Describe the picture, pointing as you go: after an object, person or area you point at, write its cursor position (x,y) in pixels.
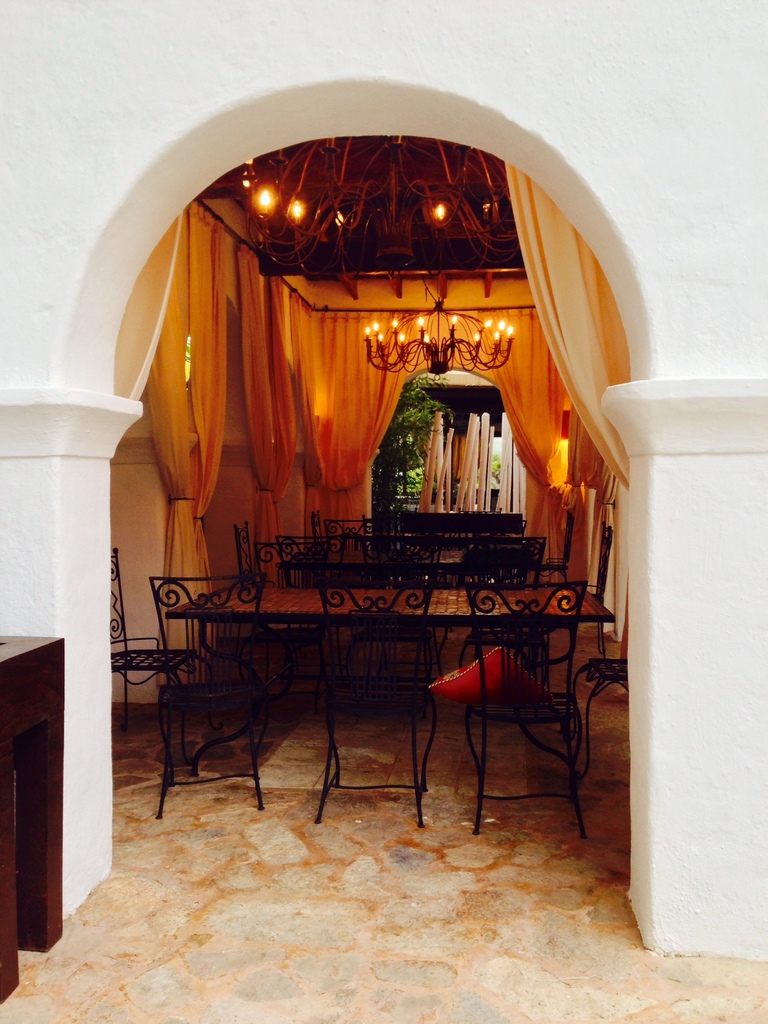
In this picture there are few tables (464,616) and chairs (401,547) and there are few lights (395,259) above it and there are few curtains (284,360) on either sides of it and there is a wooden object (31,731) in the left corner (11,767).
